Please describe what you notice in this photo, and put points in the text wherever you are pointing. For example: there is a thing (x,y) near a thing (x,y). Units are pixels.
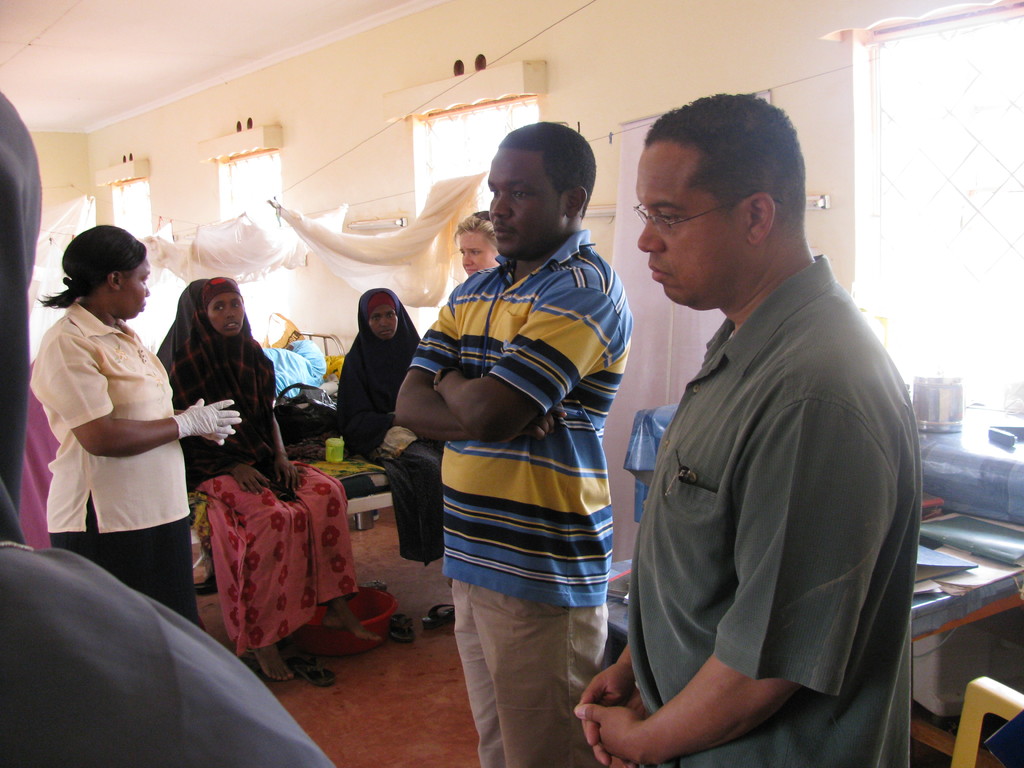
In this picture I can observe some people (142,391). There are men (519,506) and women (126,329) in this picture. On the right side (925,632) I can observe table (913,608). In the background (411,283) there are windows (234,196) and curtains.
